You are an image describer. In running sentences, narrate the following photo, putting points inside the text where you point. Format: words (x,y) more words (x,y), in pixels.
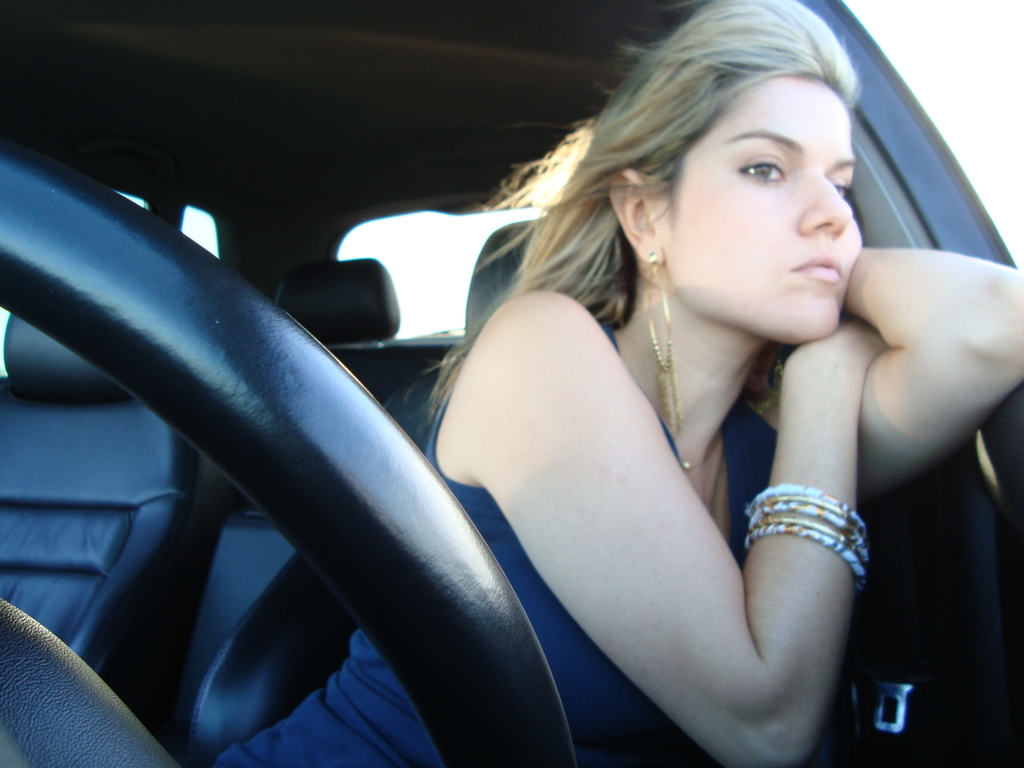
This picture shows a woman (624,461) seated in the car (241,680).
